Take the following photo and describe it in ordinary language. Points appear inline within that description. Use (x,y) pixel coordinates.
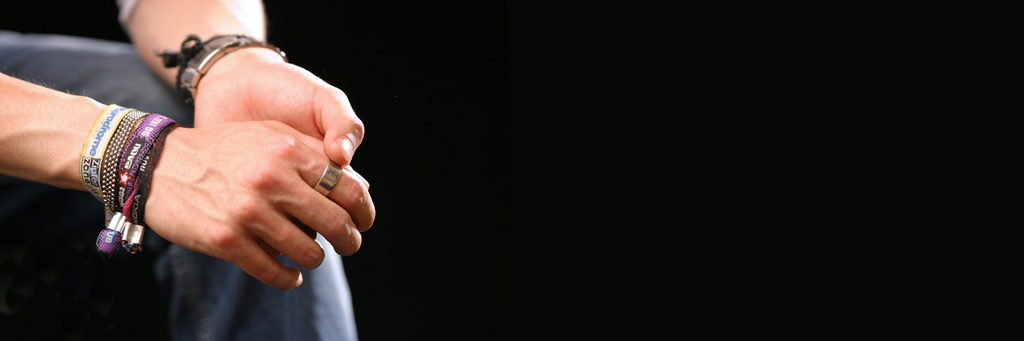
In the picture we can see a person hands (27,163) with bands (131,232) and a ring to the finger (294,161), under the hands (258,166) we can see a leg (257,301).
